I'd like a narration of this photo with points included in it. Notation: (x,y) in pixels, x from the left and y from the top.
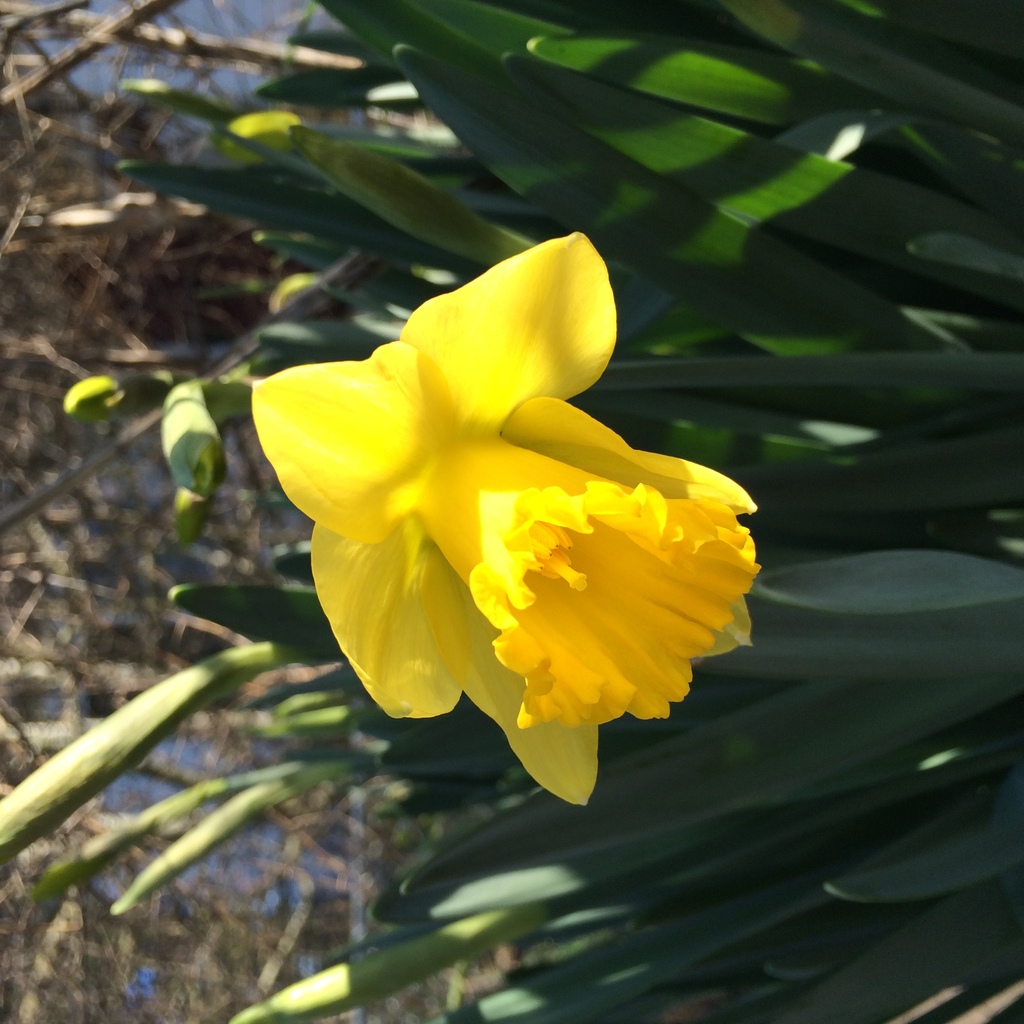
In this image, we can see a plant (831,357) contains a flower (431,433).
